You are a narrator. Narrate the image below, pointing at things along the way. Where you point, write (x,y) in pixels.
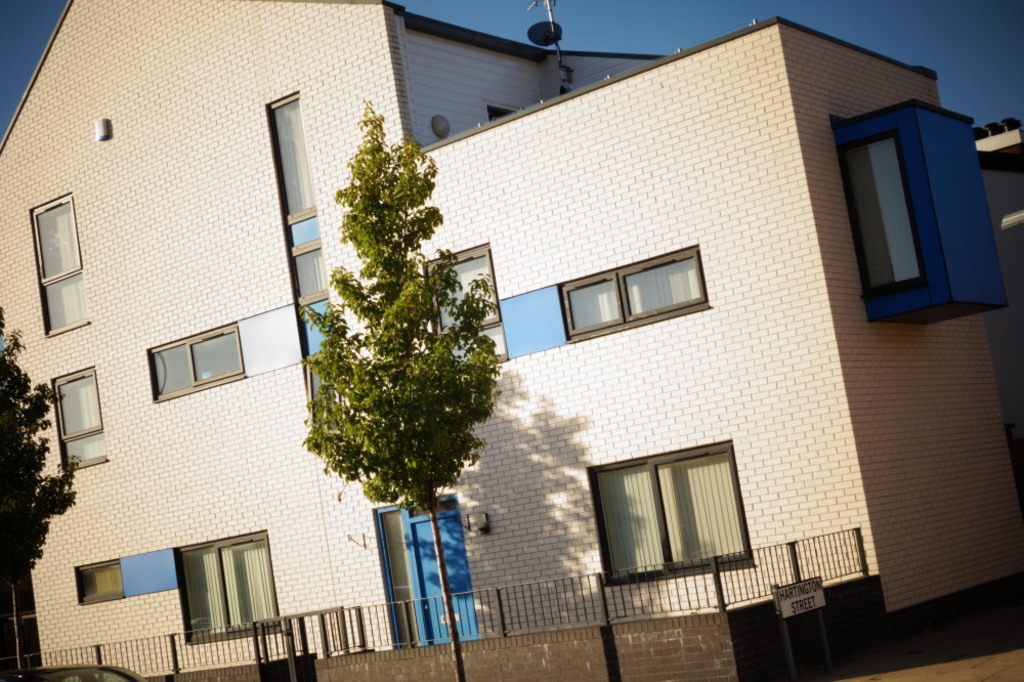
In the image there is a building (467,134) with brick wall (774,409) and a window (625,502), curtains (635,519) and middle we can also see trees (404,412) and sky (649,13) is on top (640,30).
